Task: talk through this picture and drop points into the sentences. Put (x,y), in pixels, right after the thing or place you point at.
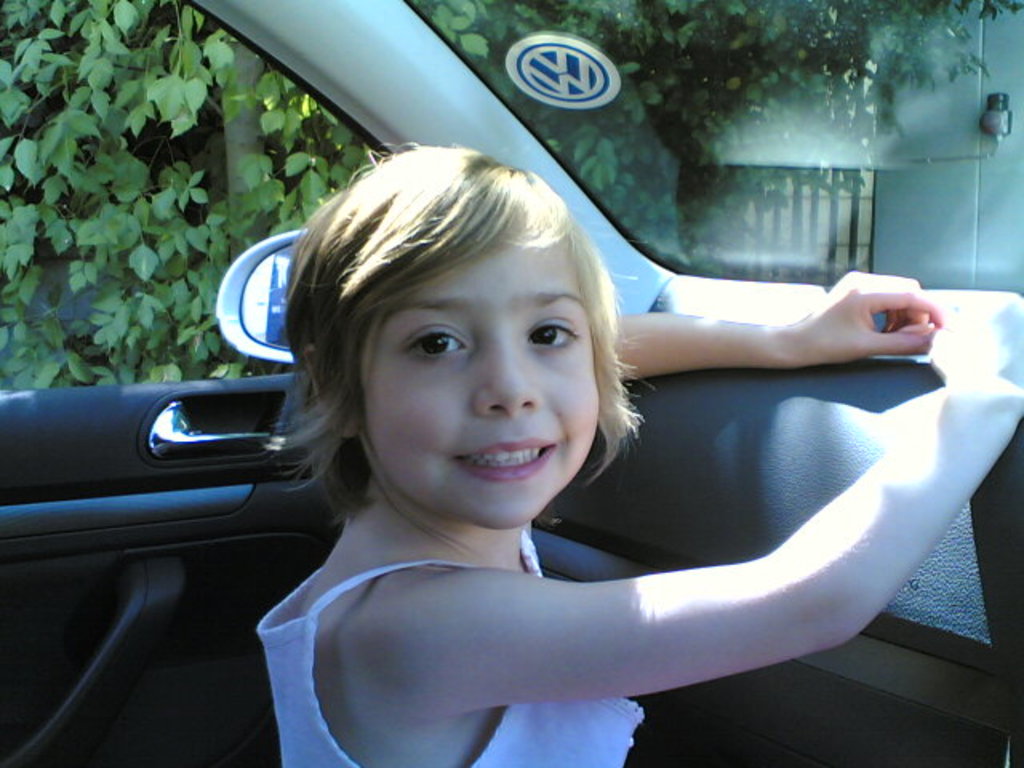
In this image I can see a person (520,434) is inside the car (1001,511). In the background (569,151) there are trees (338,133) and the building (909,206).
